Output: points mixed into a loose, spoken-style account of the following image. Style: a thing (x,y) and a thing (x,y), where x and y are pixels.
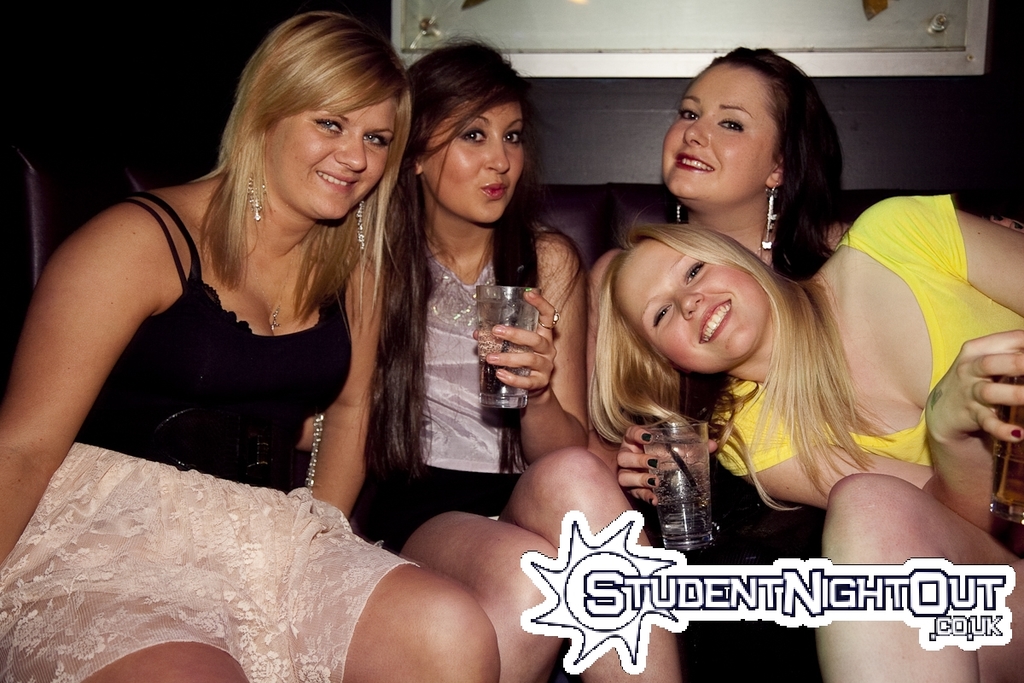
There are four women (535,389) sitting and smiling. Among them three women (607,365) are holding the glasses (682,521) in their hands (508,361). This looks like a couch (615,204). At the top of the image (595,41), I think this is a frame (639,9) attached to the wall (926,88). I can see the watermark (750,603) on the image.
